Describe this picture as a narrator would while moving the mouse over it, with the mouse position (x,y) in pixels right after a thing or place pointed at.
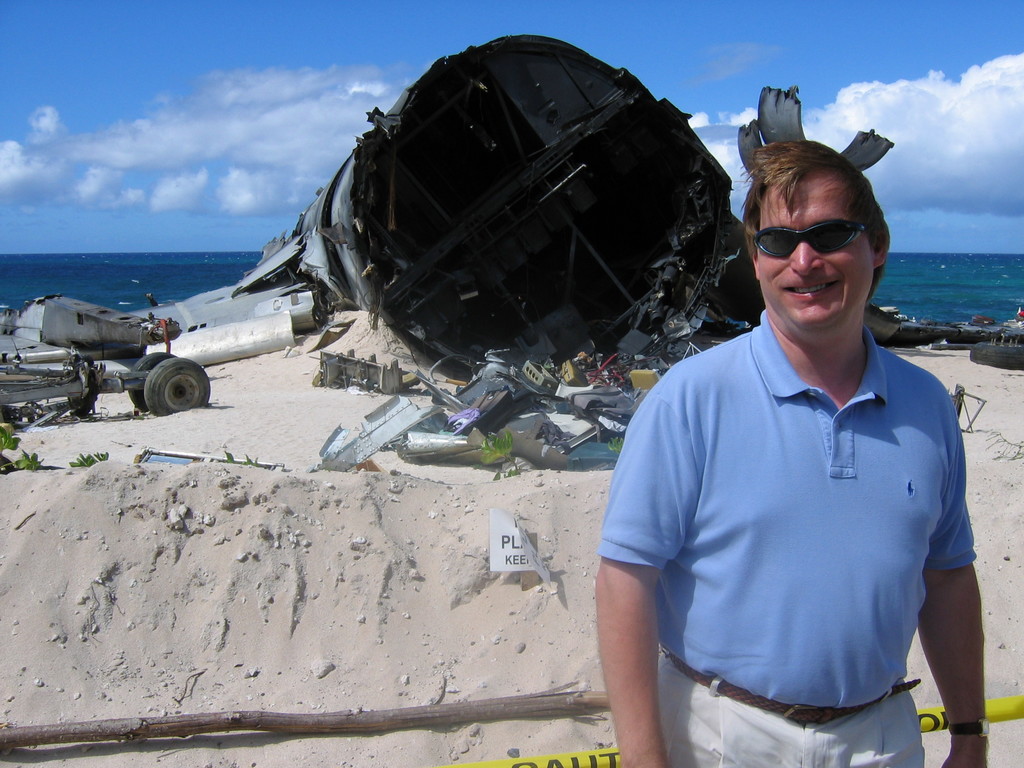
There is a man (854,563) standing and smiling and wore glasses (780,253), behind this man (797,260) we can see vehicle (537,237), tire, wooden stick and some objects (360,459) on the sand (311,672). In the background (244,217) we can see water (40,269) and sky (937,97) with clouds (929,97).
